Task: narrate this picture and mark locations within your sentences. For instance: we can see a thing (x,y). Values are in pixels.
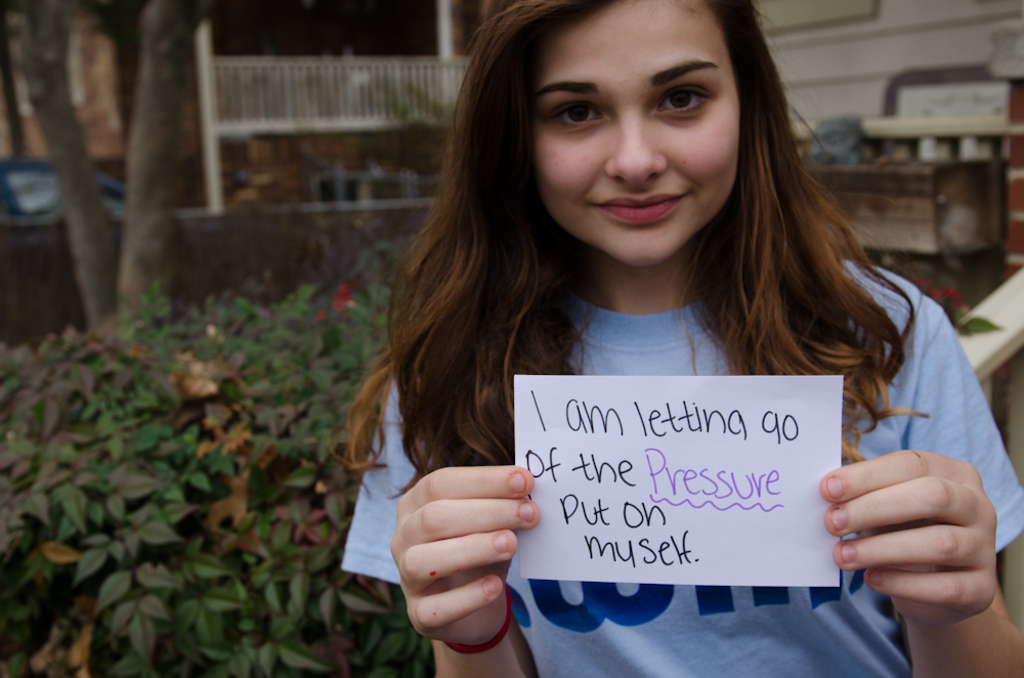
In this image, we can see a lady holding a paper (660,500) and some text (644,489) is written on it. In the background (194,461), we can see plants (194,461), trees (139,195) and buildings (356,82).
